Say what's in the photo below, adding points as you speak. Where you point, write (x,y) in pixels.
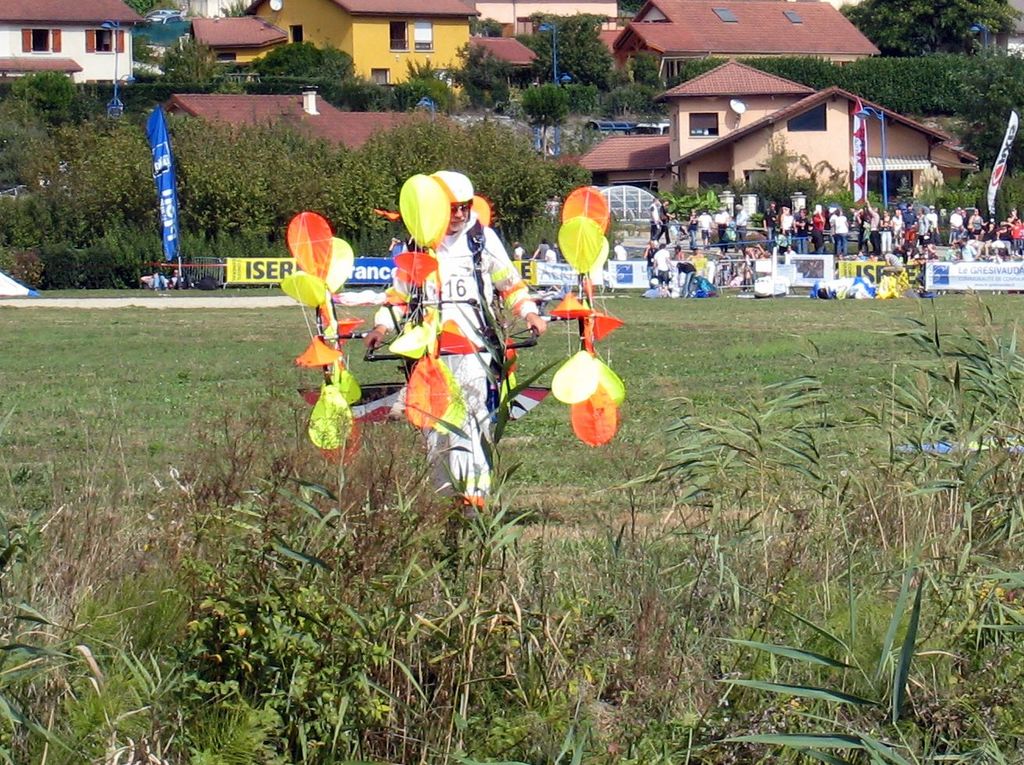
In this image we can see one man (443,306) standing and he wears something related to fun. And we can see the grass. And we can see the plants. And behind him many people (882,221) are standing and some people (162,281) are sitting. And we can see houses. And we can see the trees (896,33). And we can see the street lights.
